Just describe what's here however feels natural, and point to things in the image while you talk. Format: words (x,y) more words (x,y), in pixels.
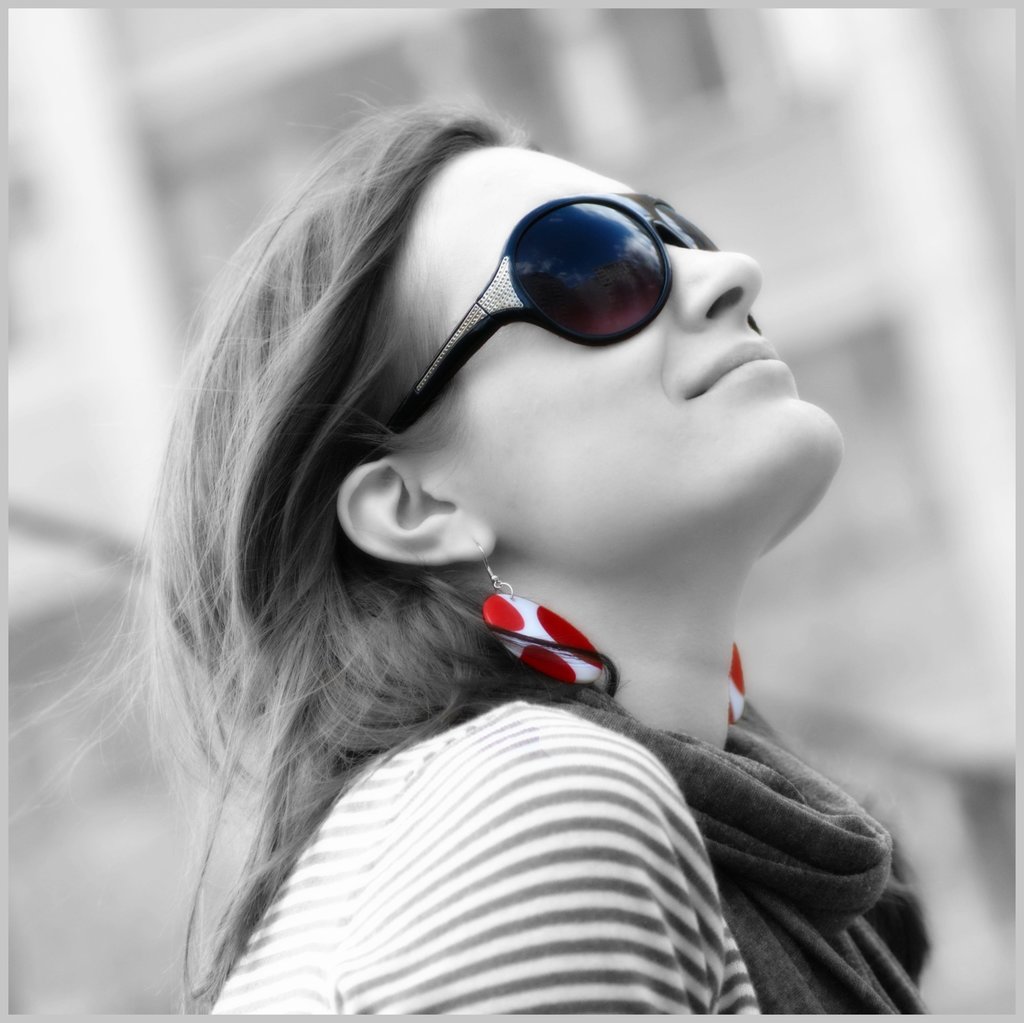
In the center of the image (536,464) we can see a lady (634,862). She is wearing a sunglasses (624,260).
